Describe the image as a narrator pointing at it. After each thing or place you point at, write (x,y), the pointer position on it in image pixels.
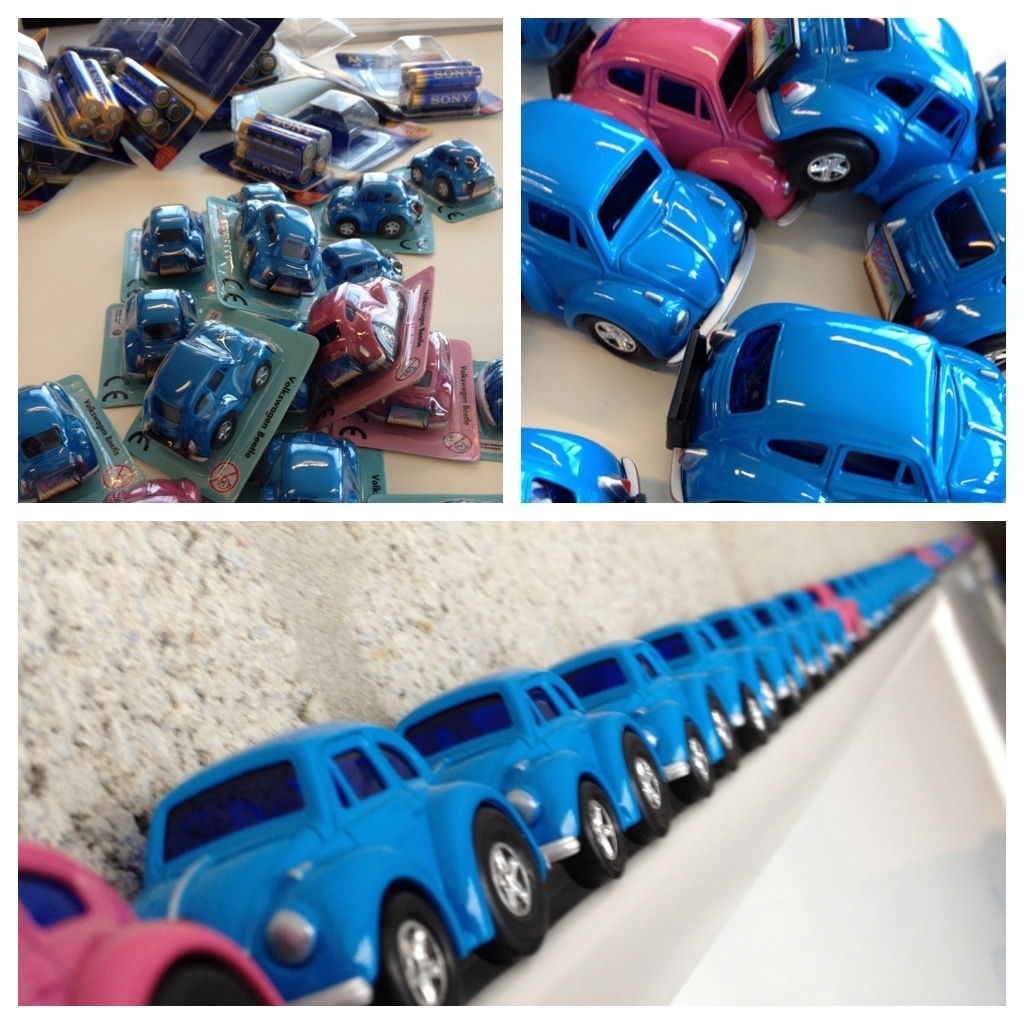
This is a collage of three images, we can see there are toys (681,312) of cars (724,353).
